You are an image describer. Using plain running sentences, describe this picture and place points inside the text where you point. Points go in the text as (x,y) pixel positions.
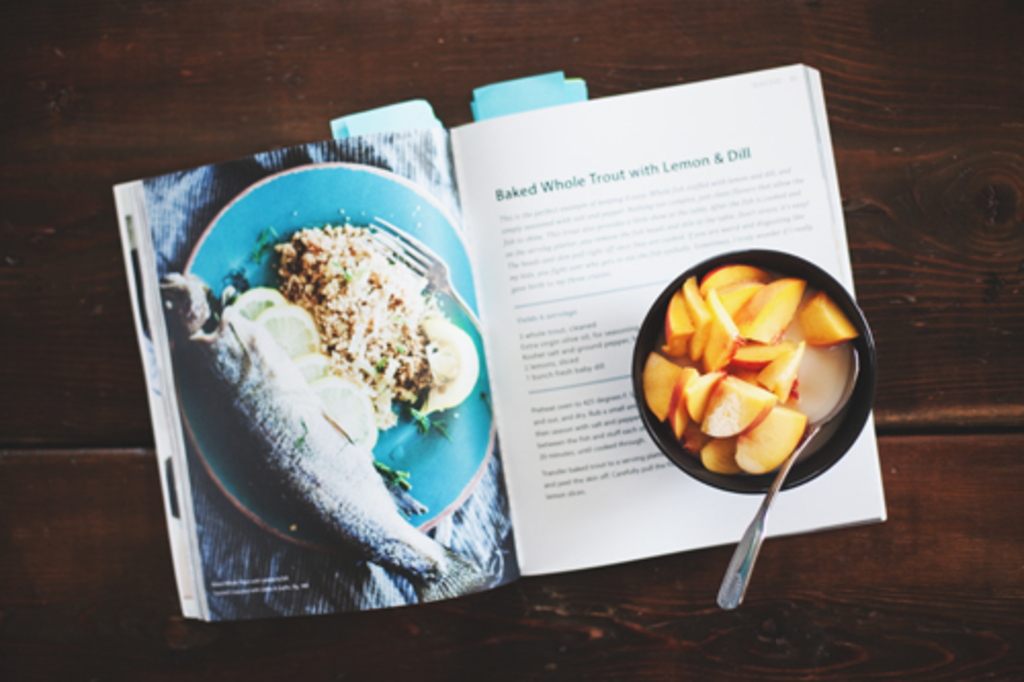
In this image we can see food (700,346) in a bowl (726,359) with spoon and book (540,277) placed on the table (855,59).
